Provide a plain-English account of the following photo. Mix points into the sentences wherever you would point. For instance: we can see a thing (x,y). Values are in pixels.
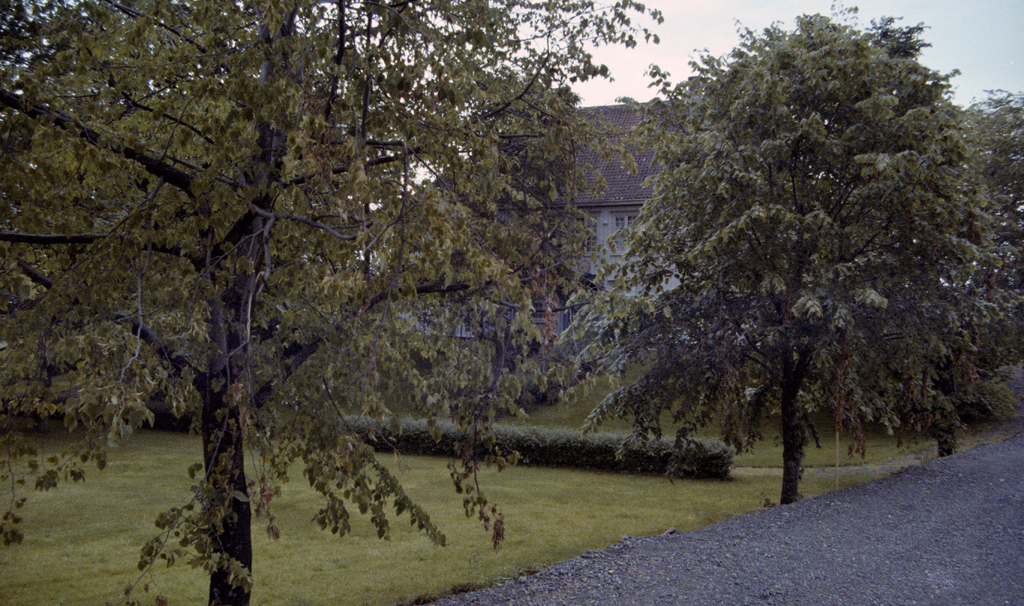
In this image we can see a house (580,259). There are many trees (549,277) and plants (565,433) in the image. There is a grassy land (463,535) in the image. There is a road (830,562) at the bottom of the image (836,558). We can see the sky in the image.
